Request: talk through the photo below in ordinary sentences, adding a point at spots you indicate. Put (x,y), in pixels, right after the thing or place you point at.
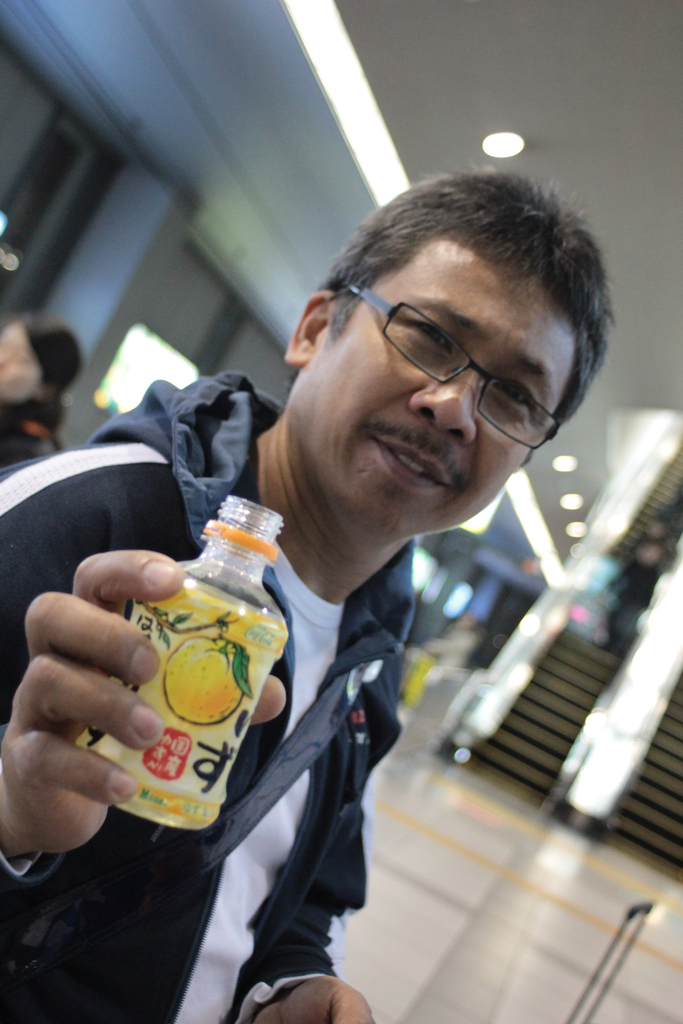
In the foreground of this image (338,516), there is a man (356,441) wearing coat (135,970) and a bag (182,844) and he is holding a bottle (227,681) in his hand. In the background (546,894), there is floor (465,934), people (628,559) on the escalator (626,534), lights (508,143) to the ceiling (511,133), wall (175,291) and a woman (42,343) on the left (14,377).
